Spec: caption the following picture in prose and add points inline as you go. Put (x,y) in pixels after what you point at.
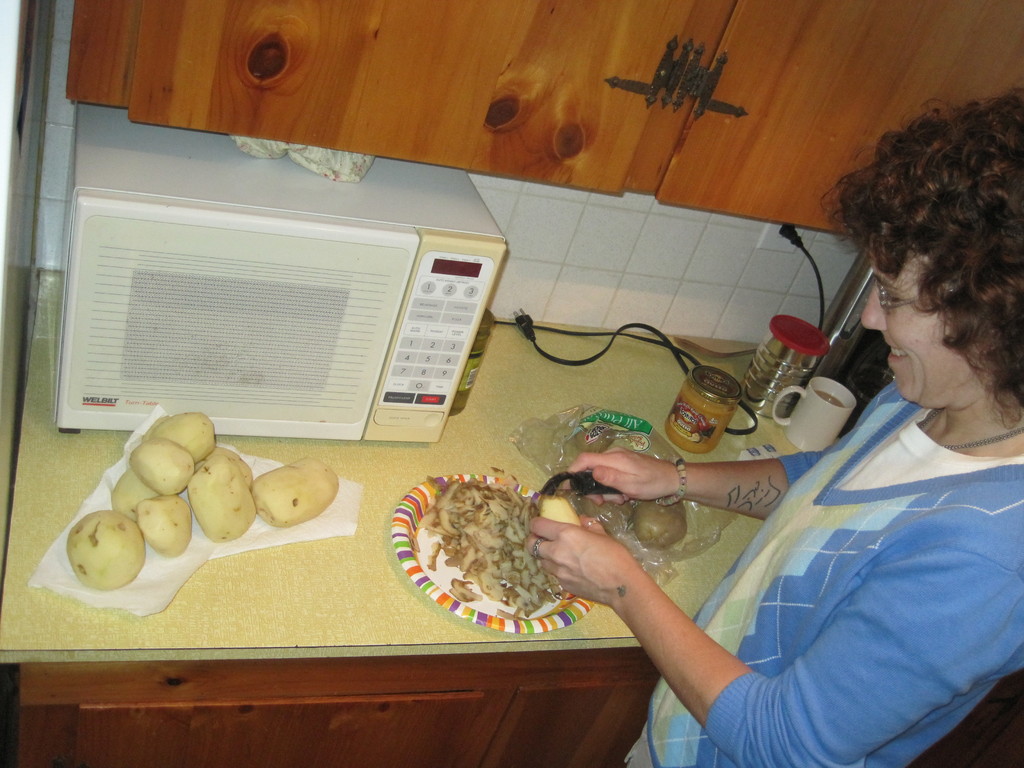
In this image I see the counter top (662,356) on which there is an oven (333,219) over here and I see few jars (782,325), a cup (805,409), wires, potatoes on this white color thing (201,529) and I see a plate (444,592) which is colorful and I see brown color things (477,531) on it and I see a cover (573,455) on which there are few more potatoes (663,509) and I see a woman (751,470) over here who is holding a black color thing (575,475) and a potato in her hands (572,584). In the background (618,280) I see the marble wall (623,263) and I see the cupboards (475,18) over here.
